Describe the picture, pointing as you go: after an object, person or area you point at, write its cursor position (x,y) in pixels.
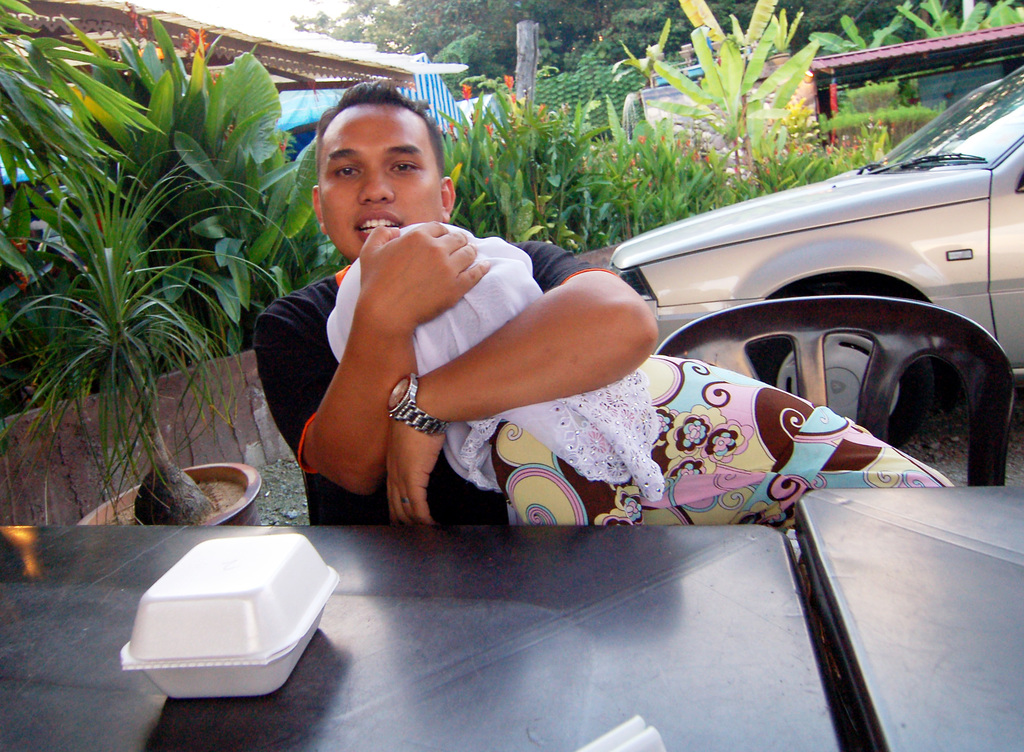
This image consists of plants (297,160), table (424,556), car (916,230), chair (894,320). People (565,362) are sitting in that chairs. Plants (275,278) and trees (848,6) are on the top (472,126). Car (900,193) is on the right side (803,288). There is a box (179,590) on the table (29,535).
